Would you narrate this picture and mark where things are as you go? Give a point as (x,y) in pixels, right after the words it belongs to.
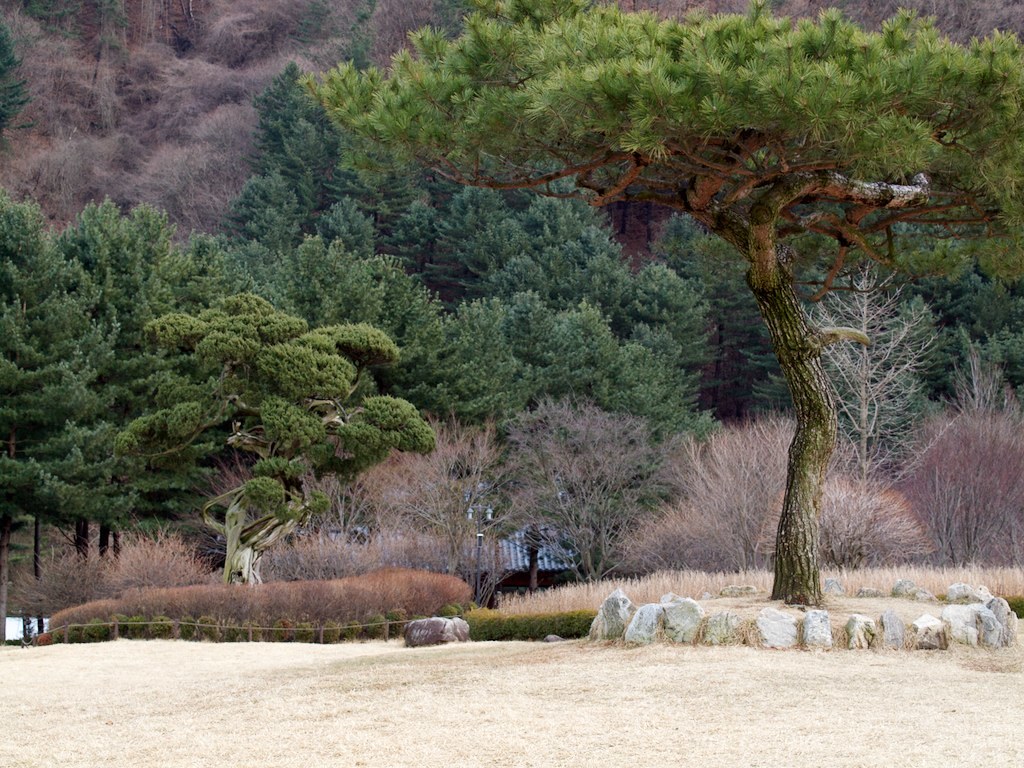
To the bottom of the image (433,708) there is a ground (604,691). And to the right corner of the image (737,611) there is a tree (676,70) with stones boundary (764,624). And in the background (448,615) there are many trees (234,376) and grass (636,588) on the ground (720,604).
